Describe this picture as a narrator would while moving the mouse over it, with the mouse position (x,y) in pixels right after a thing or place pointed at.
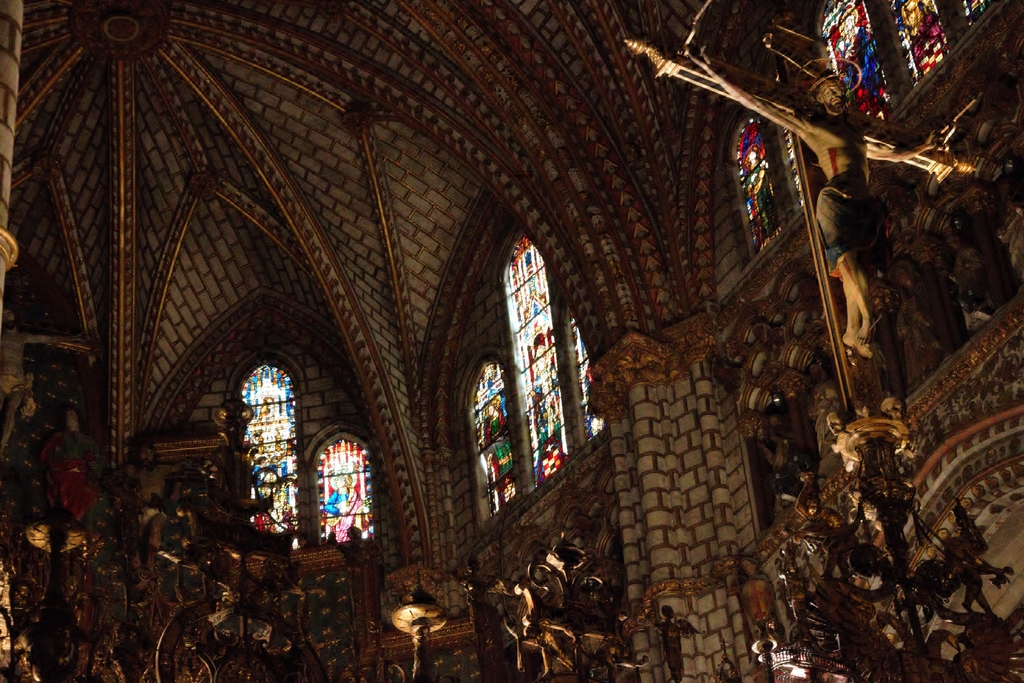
In this image there is a beautiful church (483,162), for the church (329,435) there are glasses (290,417) and statues (817,518).
